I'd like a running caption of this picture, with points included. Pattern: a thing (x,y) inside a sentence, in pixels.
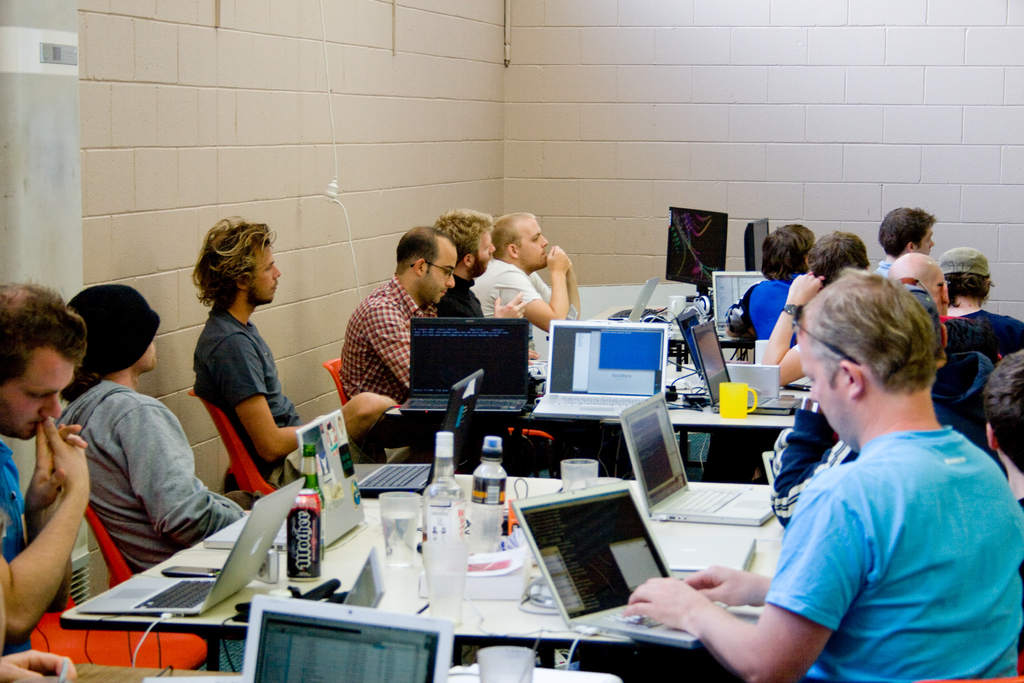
In the picture I can see few persons (852,562) sitting in chairs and there is a table (655,526) in front of them which has few laptops (702,329), water bottles (502,492), glasses (587,475) and some other (511,510) placed on it.
